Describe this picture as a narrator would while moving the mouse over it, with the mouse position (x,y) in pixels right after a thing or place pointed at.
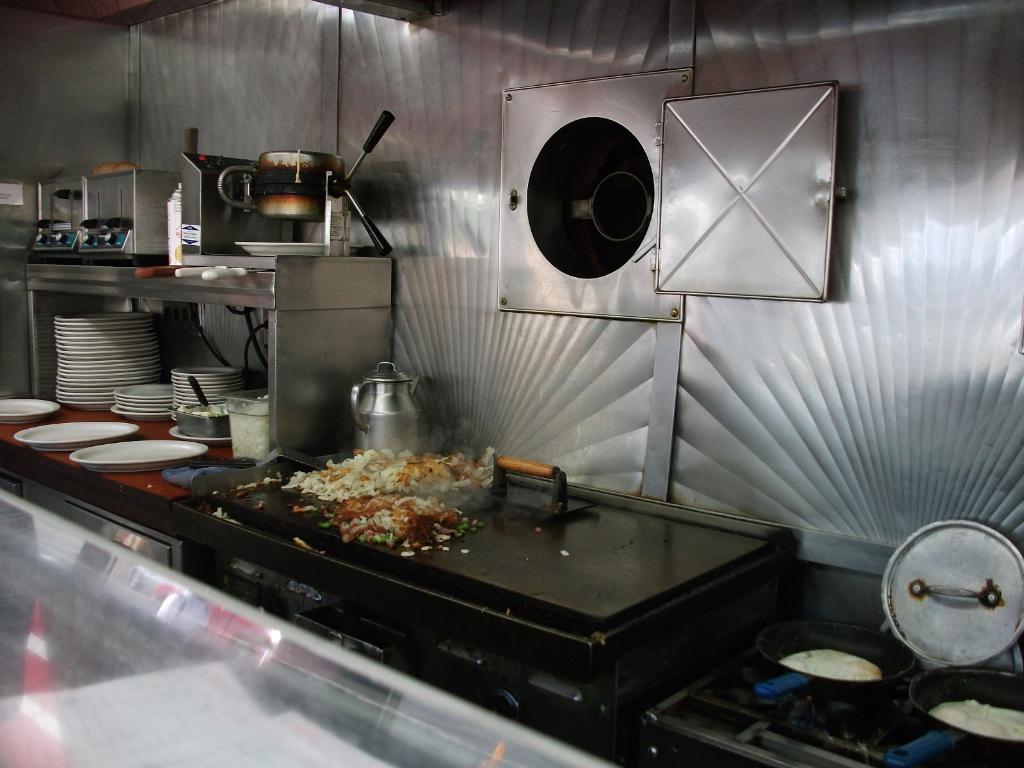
In this picture I can see a kitchen (376,437) and I can see exhaust fan (578,237) and a stove (787,720) with couple of pans (862,689) on it and I can see food (826,668) in the pans (1012,686) and I can see Jug (372,437) and few plates (144,401) and I can see few vessels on the shelf (349,281).
